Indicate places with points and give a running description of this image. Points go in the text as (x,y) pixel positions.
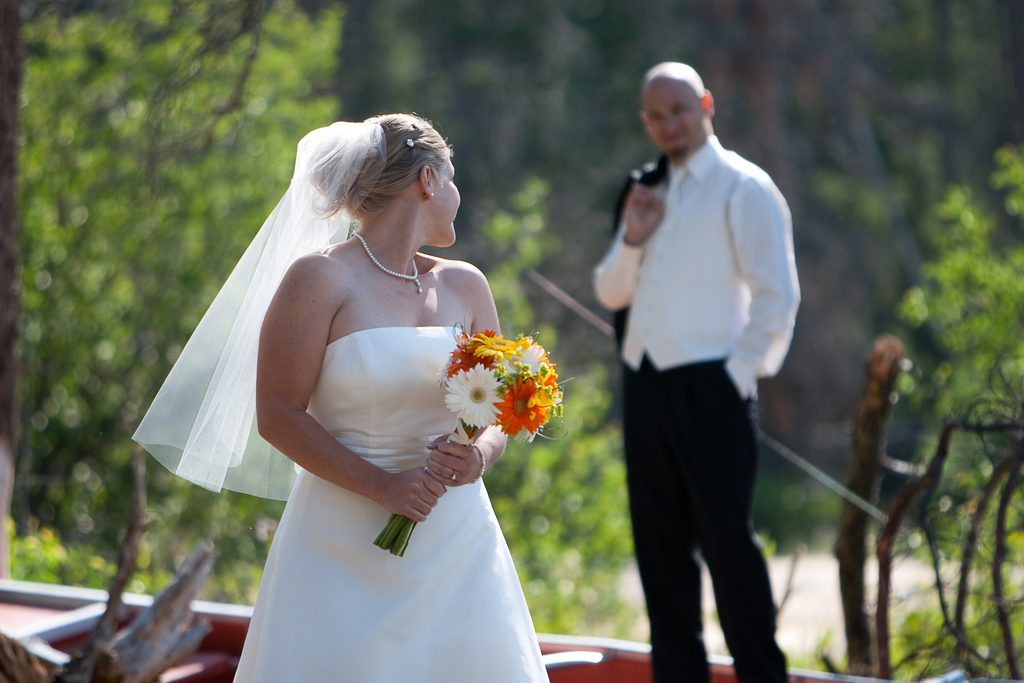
There is one woman (446,485) wearing a white color dress (356,385) and holding flowers (488,401) at the bottom of this image (372,559). We can see trees (559,262) in the background (782,111). We can see a man (706,307) standing and wearing a white color shirt (750,264) is on the right side of this image (705,235).
